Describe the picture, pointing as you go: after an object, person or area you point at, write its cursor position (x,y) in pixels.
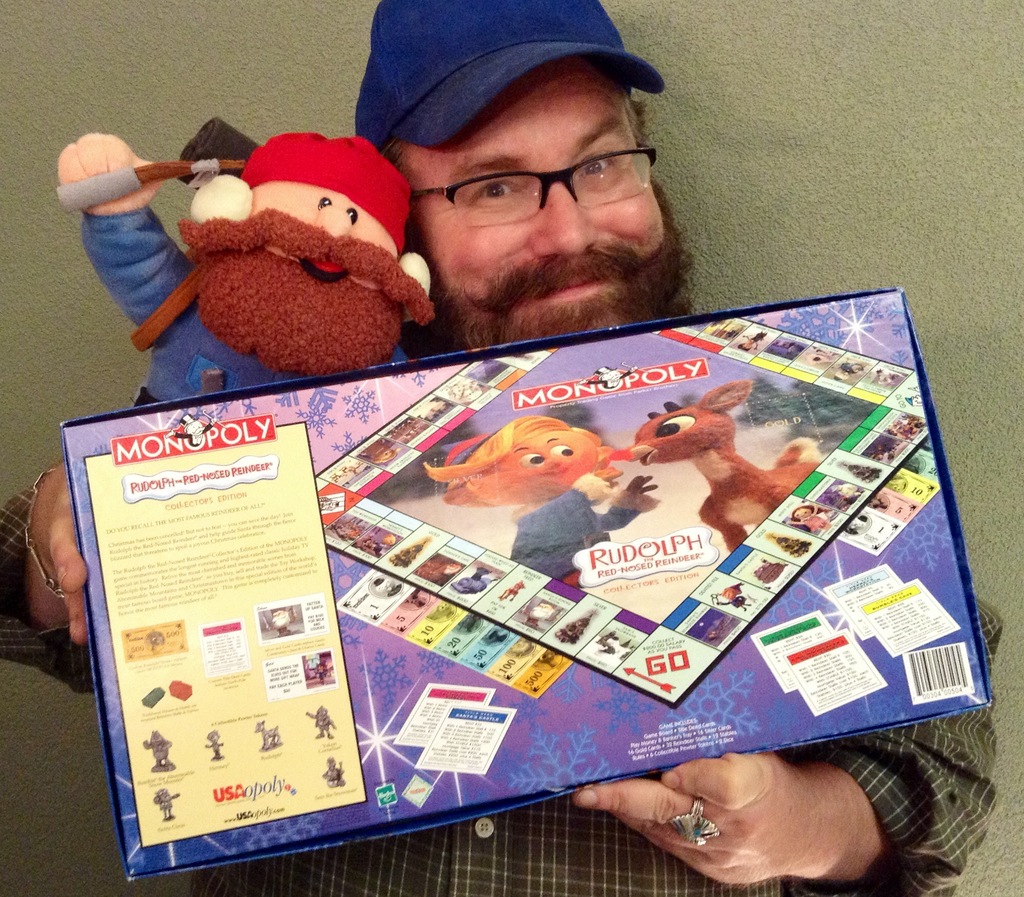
There is a person (470,272) wearing specs (465,189) and cap (418,94) is holding a toy (299,241) and a box (534,645). In the back (771,142) there is a wall (817,109). On the box (625,723) something is written. Also there are images (609,476) on the box (555,497).
